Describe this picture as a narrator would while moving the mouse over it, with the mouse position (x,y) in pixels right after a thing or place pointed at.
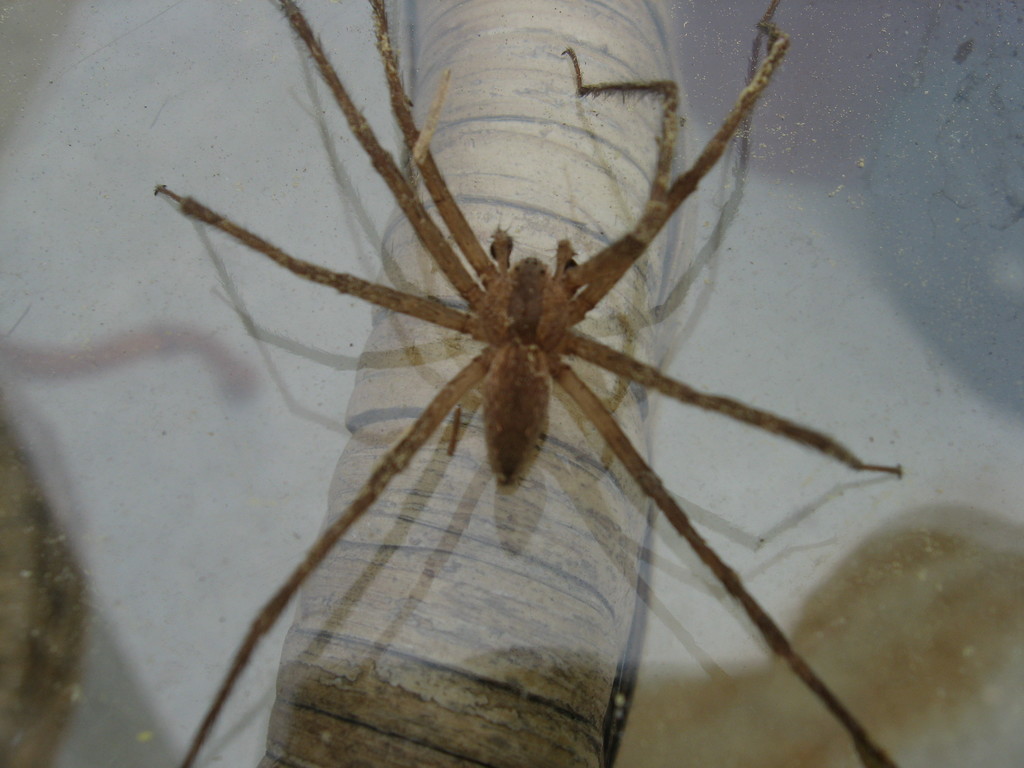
In this image, we can see a spider (520,403) on the surface (902,516).
